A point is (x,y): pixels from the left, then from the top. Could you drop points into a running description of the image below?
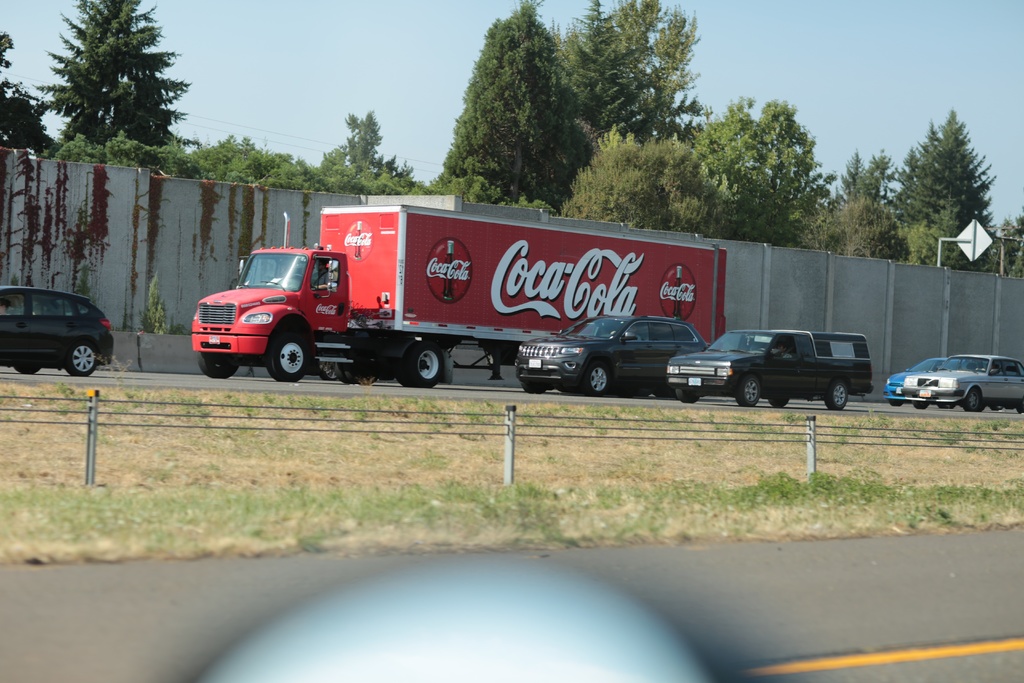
In this image there is a grassland (309,424), in the background (66,354) there are vehicle (690,374) moving on a road (22,376) and there is a wall (806,268), trees (863,237) and the sky (965,55).
